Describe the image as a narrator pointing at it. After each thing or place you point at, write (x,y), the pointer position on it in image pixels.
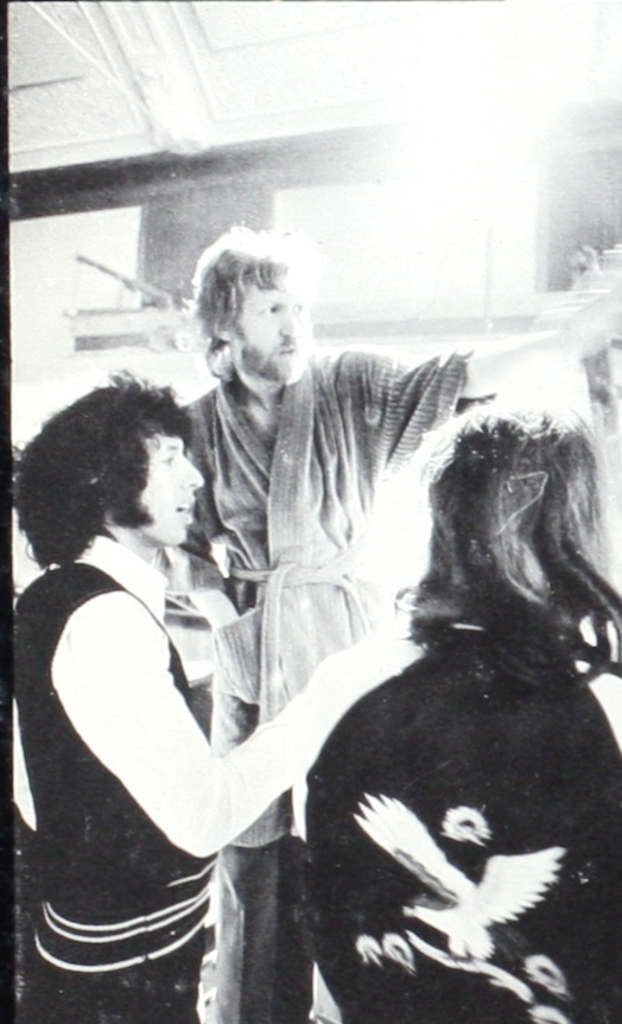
In this picture I can see three persons (321,661) in the middle (339,659), this image is in black and white color.
